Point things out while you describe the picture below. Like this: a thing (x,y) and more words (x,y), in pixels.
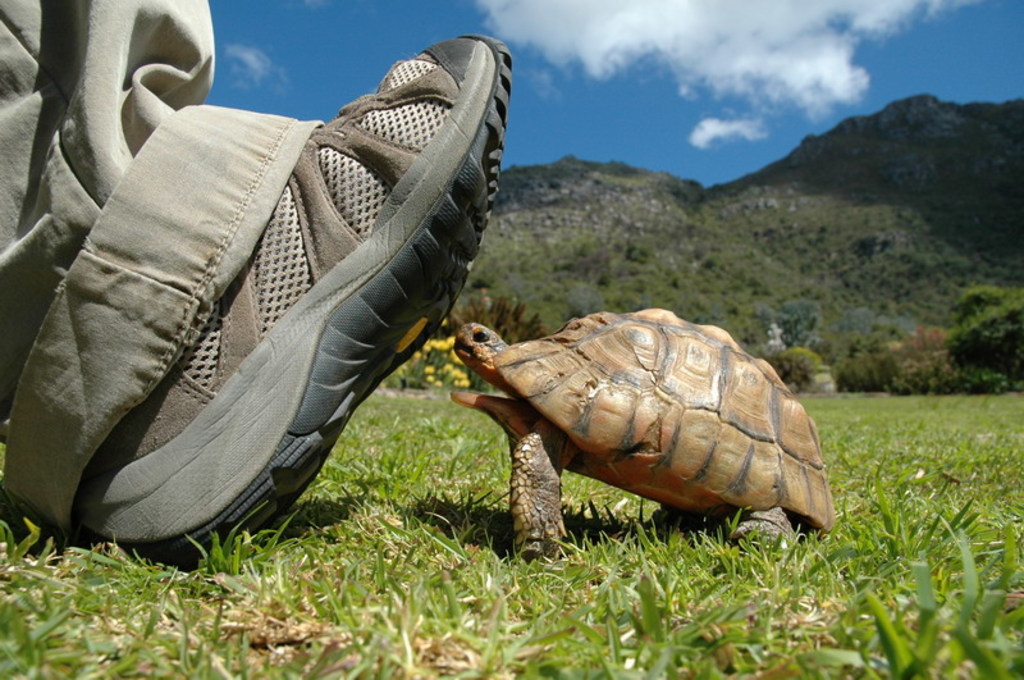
In the center of the image (584,389) a tortoise (635,445) is there. On the left side of the image (205,294) a person (228,203) leg (253,222) shoe (244,301) is there. In the background of the image (644,278) we can see hills (729,254), trees (1004,322), plants (425,352), flowers (443,358) are there. At the bottom of the image (912,559) grass (938,513) is there. At the top of the image (773,66) clouds (766,42) are present in the sky (784,48).
